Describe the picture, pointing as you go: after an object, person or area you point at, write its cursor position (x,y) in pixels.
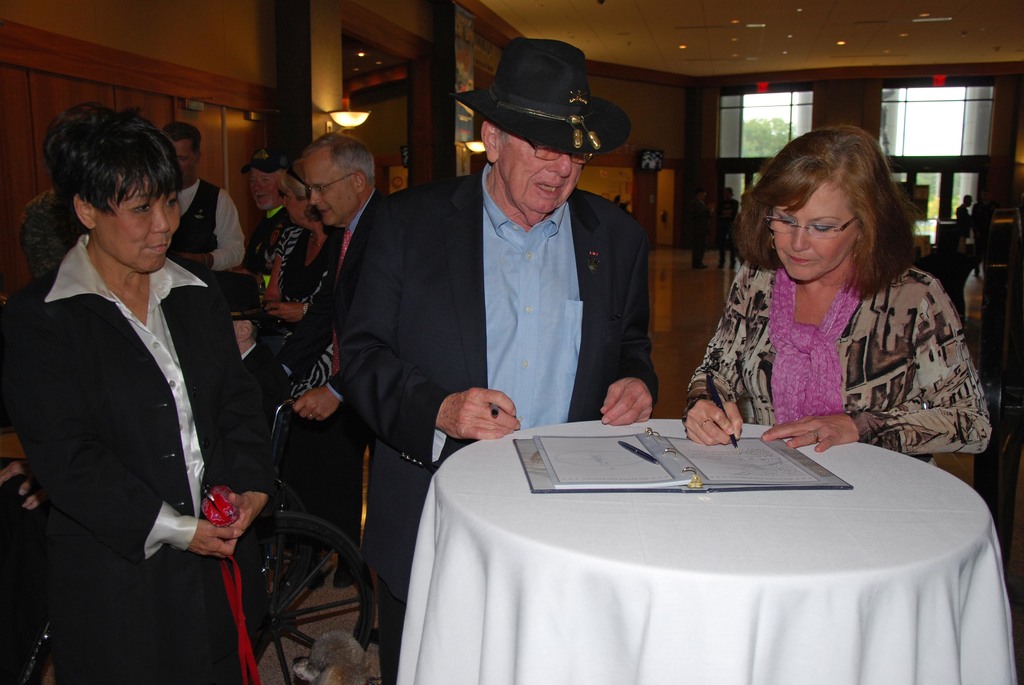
In this picture there are two women (855,308) and men (446,303) stood around a table (775,683). They are looking at a book (704,482) which is on table (693,511) and on the background (307,210) there are few people (284,212) walking. It seems to be in a banquet hall (374,110). There are few lights (360,114) over the wall (368,109) and ceiling (843,38). There are doors (933,213) and windows (939,142) at right side (900,125) background wall (817,96).
